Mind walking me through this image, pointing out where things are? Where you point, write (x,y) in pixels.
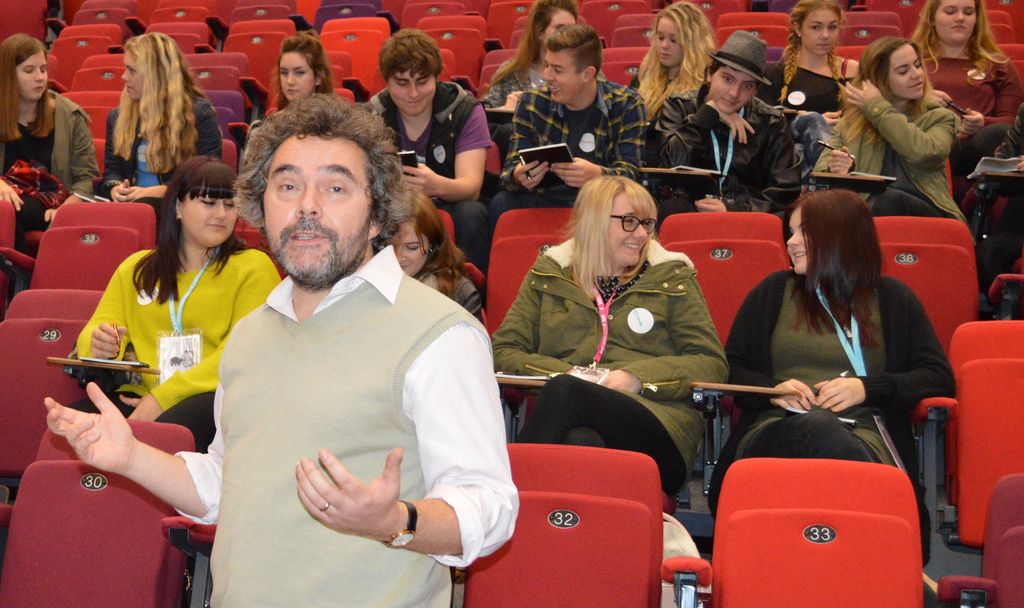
In this image there are group of people (418,89) who are sitting on a chair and in the center (462,396) there is one man (300,285) who is standing.
